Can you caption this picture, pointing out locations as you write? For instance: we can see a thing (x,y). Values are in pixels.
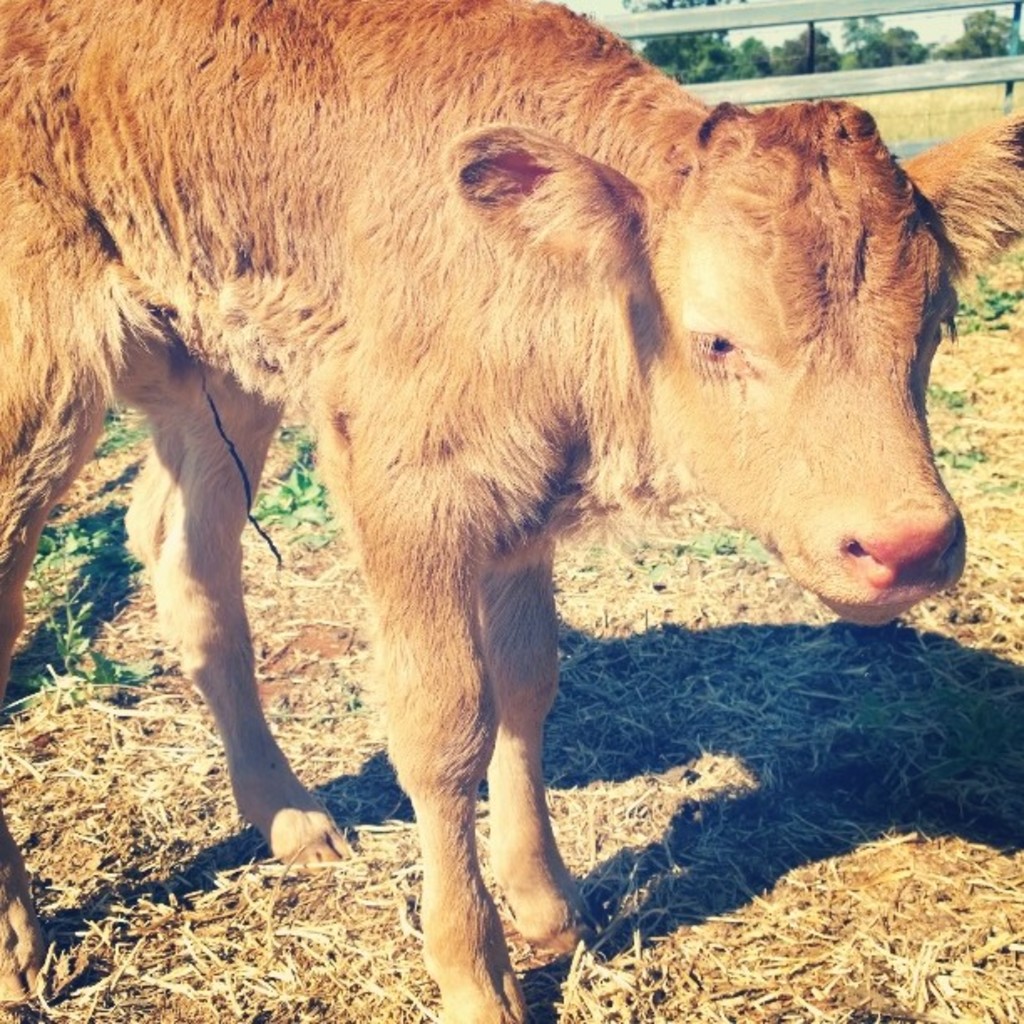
In the image we can see there is a cow (481,312) and the ground (176,837) is covered with dry grass (637,921).
